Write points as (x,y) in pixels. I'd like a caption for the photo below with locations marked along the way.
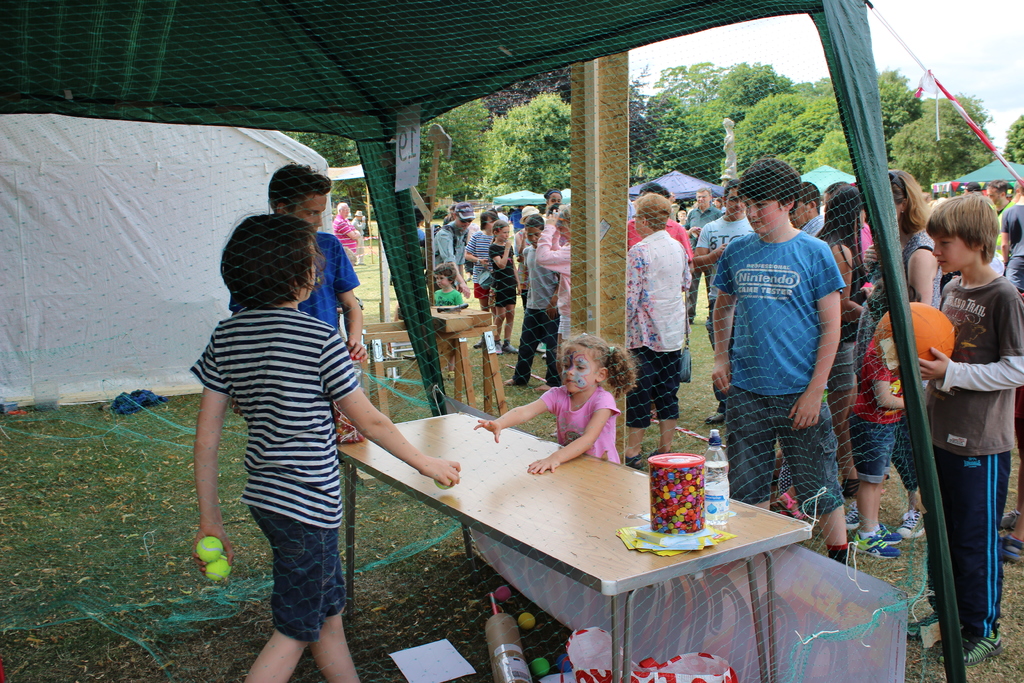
At the top (940,26) we can see sky (948,38). These are trees (683,109) and there are few tents (803,177) over here and all the persons (731,206) are standing and playing. Here we can see a green colour tent (303,94) and under this tent (167,13) we can see a table (635,560) and on the table (650,583) we can see a bottle (710,472) and a container (657,485) of balls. Under this table (648,568) we can see balls (543,669). Here we can see one girl (611,440), boy (301,419) and other person (301,499) standing and playing with balls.
